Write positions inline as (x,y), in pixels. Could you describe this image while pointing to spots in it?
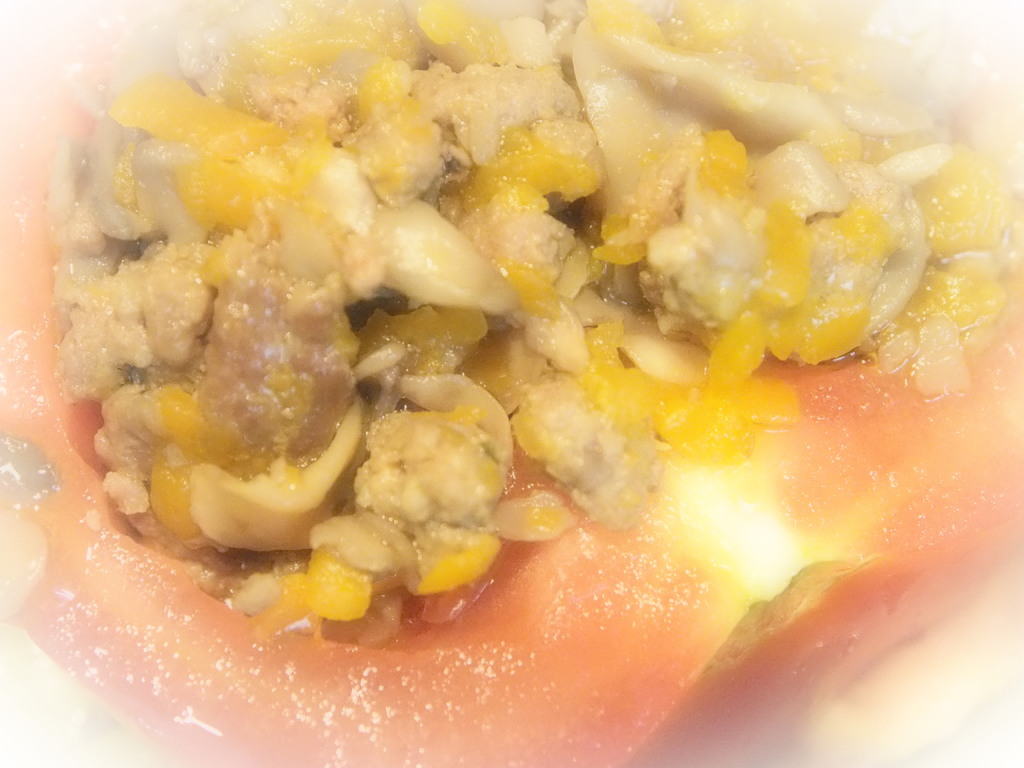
In the image we can see some food (405,184).
